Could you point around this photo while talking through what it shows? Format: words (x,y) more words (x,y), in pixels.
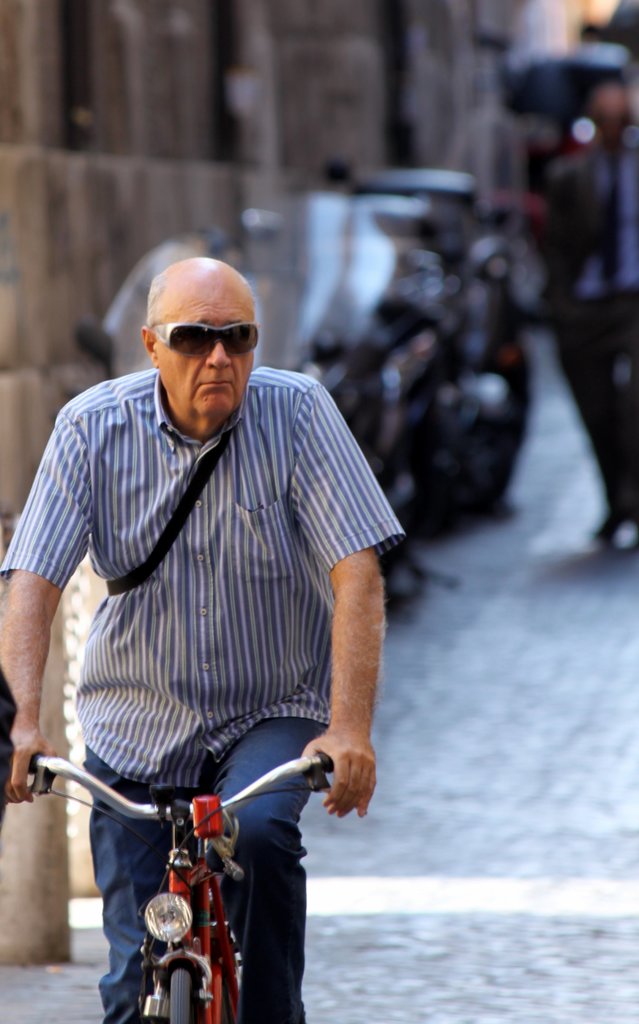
In this image an old man (224,544) is riding bicycle (182,921). He is wearing sunglasses (244,340) and striped shirt (203,576). In the background (376,421) there are few people (559,275), vehicle (373,218) and building (290,125). The background (588,251) is blurry.
